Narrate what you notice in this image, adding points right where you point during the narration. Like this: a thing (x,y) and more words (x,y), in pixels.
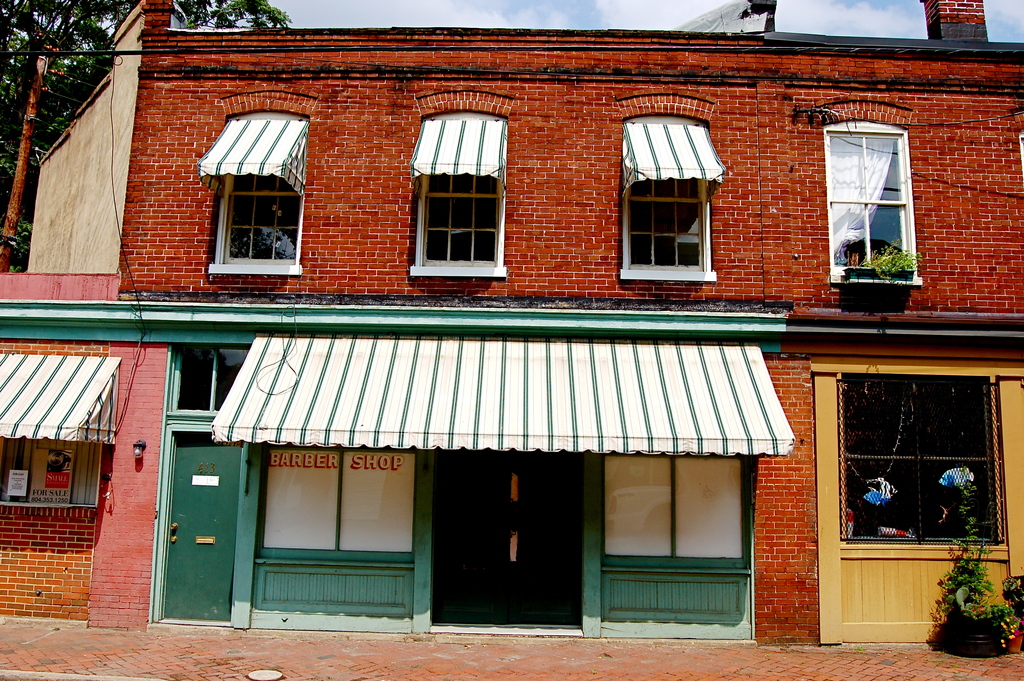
In this image we can see a house (401,473) with roof (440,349), windows (267,511) and a door (456,515). We can also see some plants (9,183), pole (26,145) and the sky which looks cloudy.
